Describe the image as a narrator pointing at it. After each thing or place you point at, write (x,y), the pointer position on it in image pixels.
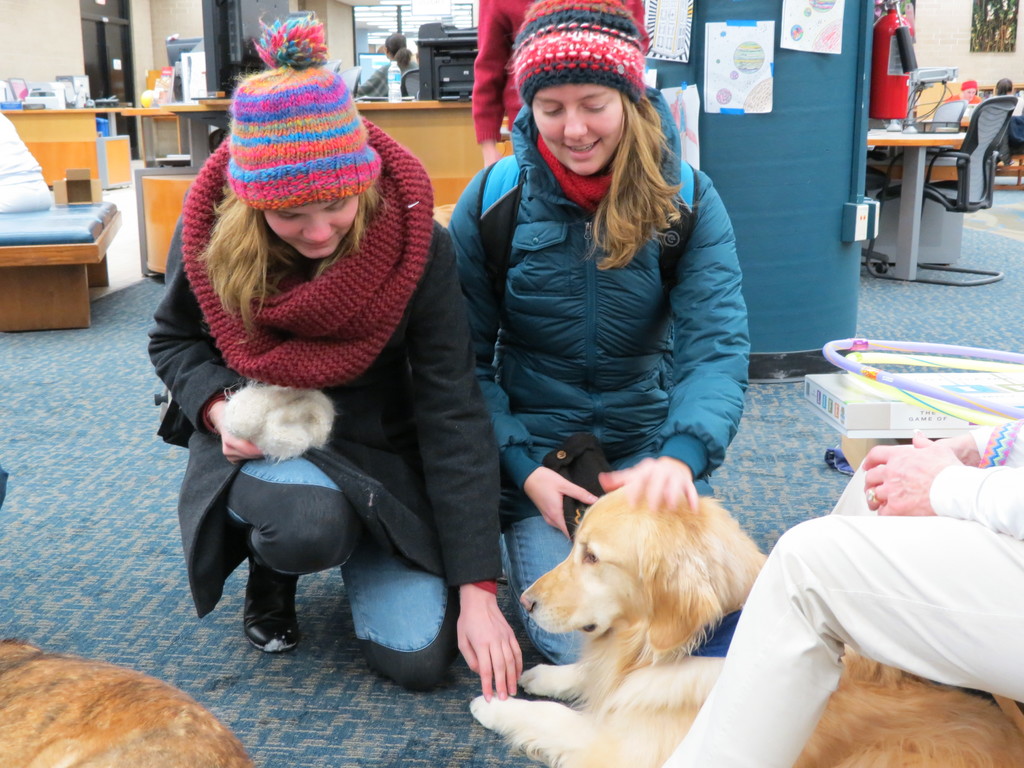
There are two ladies (417,357) sitting on the floor (314,581). They both are wearing caps (267,164) and jackets (478,367). They are holding the dog's head (681,549) and leg (549,688). There is another person (916,546) sitting to the right corner (931,534). In the background (425,107) there is a table (411,118). On the table (446,109) there is a printer (437,71) and to the left corner (87,212) there is a chair (55,215). And to the right corner (915,154) there is table (915,154), chair (988,137) and fire extinguisher (895,82).
